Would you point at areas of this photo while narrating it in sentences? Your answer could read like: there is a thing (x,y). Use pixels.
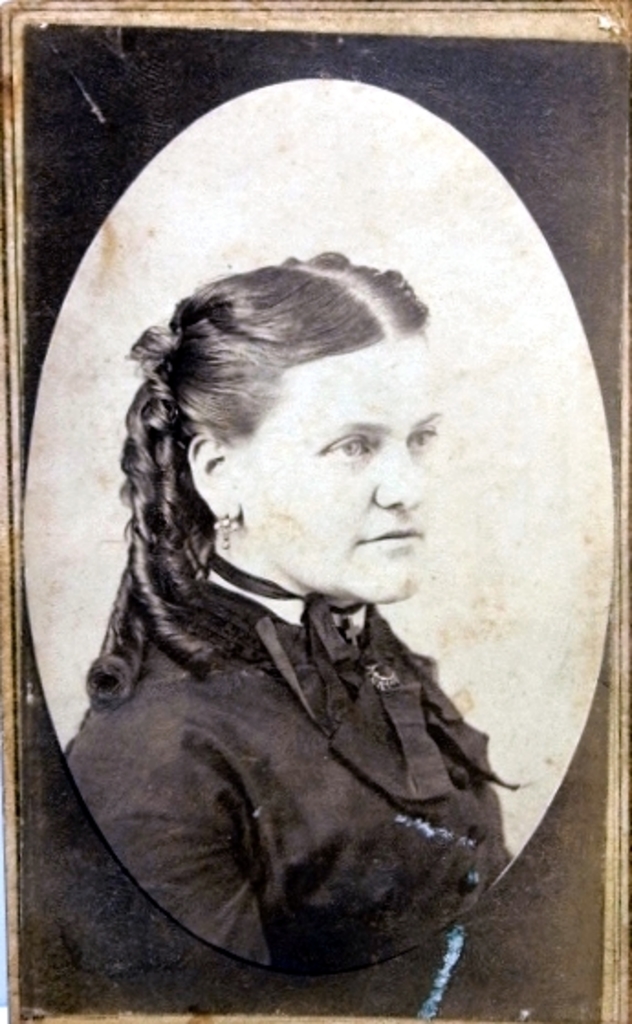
In this picture we can see a photograph (172,563) of the women (341,567), wearing black coat (354,767) and looking to the right side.
